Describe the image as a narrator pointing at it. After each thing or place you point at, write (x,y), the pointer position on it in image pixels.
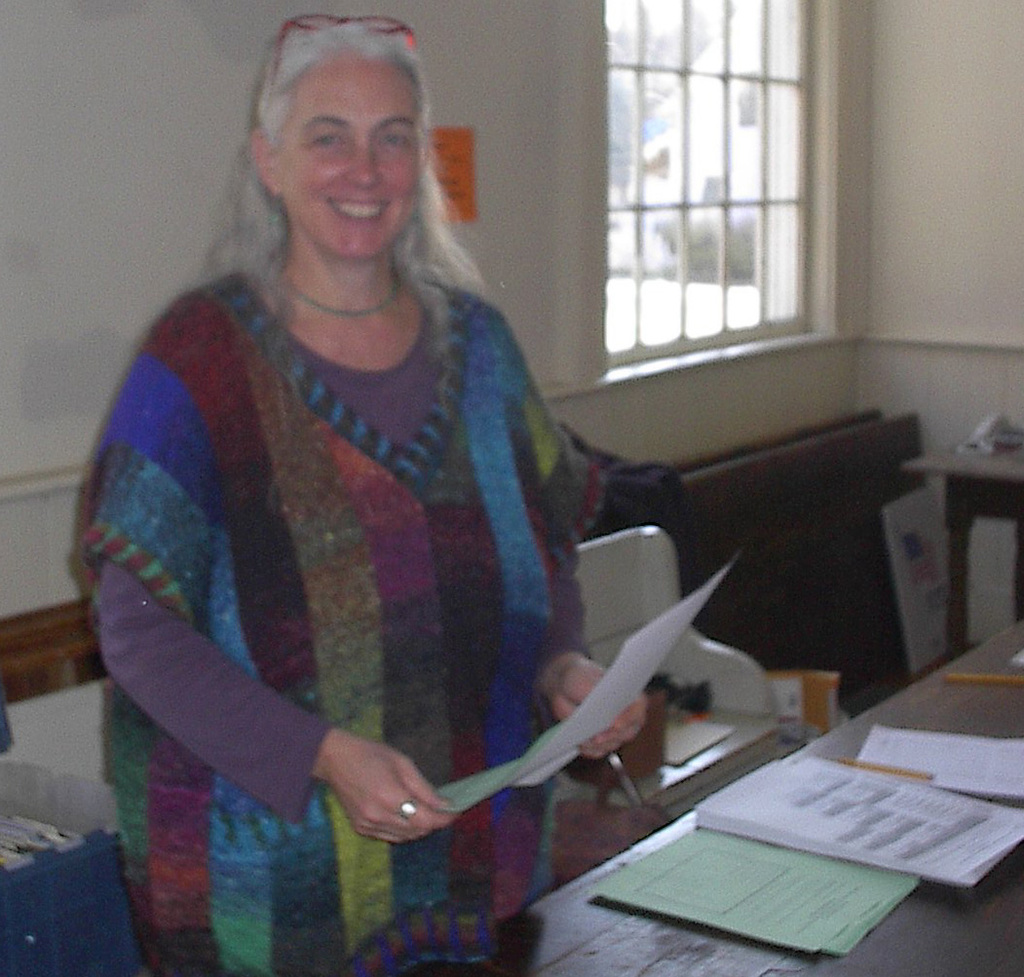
In this picture we can see a woman (448,355) who is standing on the floor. And this is table (988,951). On the table (940,958) there are some papers (895,829). On the background (907,162) there is a wall (874,178) and this is the window (701,181).
